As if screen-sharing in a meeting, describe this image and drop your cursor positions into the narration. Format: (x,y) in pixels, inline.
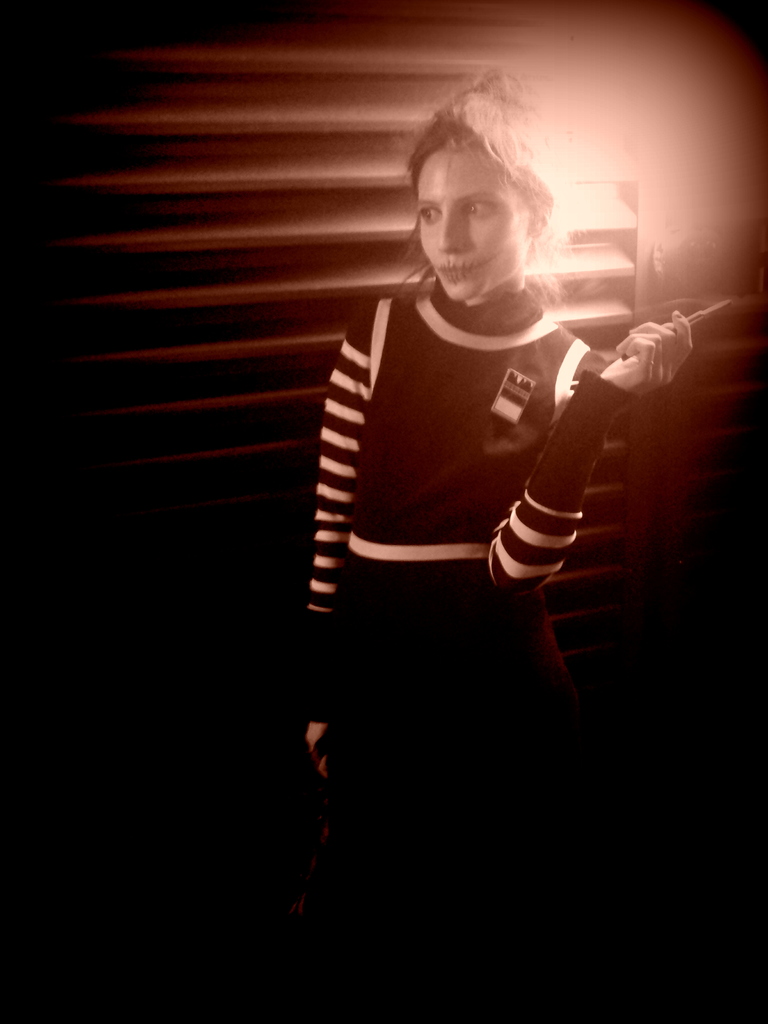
In this picture there is a woman (423,322) who is standing near to the wooden blind (298,506). In the back (576,251) I can see the light beam (617,195). At the bottom (345,976) I can see the darkness (366,969).
